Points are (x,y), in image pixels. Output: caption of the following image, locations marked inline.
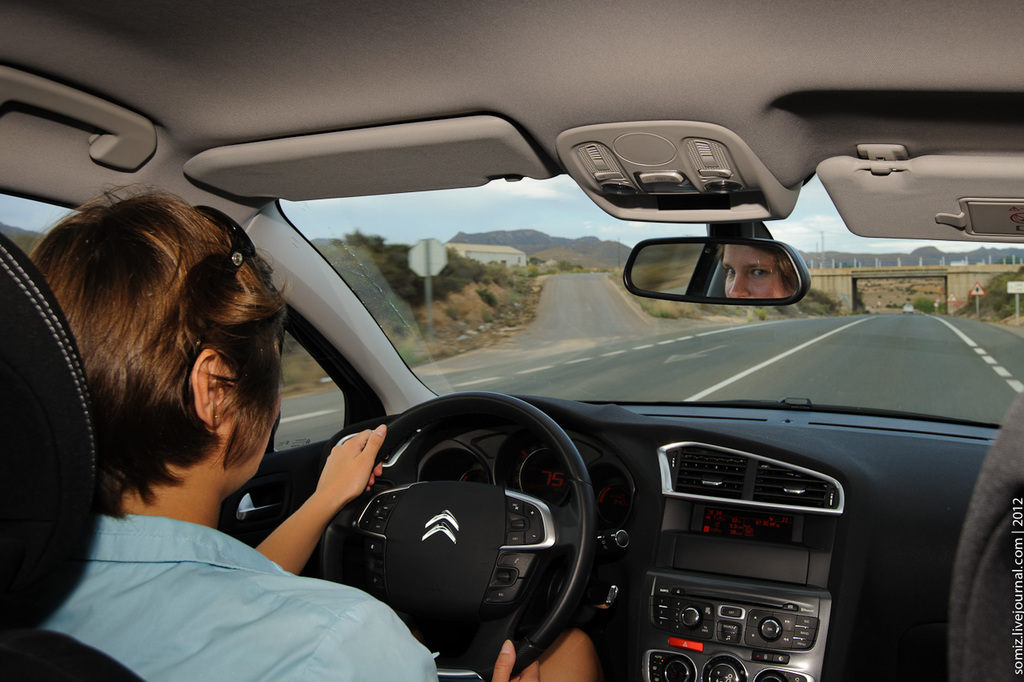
In this image I can see a person (142,212) sitting in the car (489,443) holding steering (512,401) facing towards the front (567,337). I can see the roads (536,330), a bridge (982,275), mountains (558,241), trees (996,283), rocks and some sign boards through the glass (394,264) of the car (492,431). I can see a stereo system (797,588), AC outlet (743,474), switches (726,157) for lights (625,181) and a mirror (702,275) in the car (8,425).
